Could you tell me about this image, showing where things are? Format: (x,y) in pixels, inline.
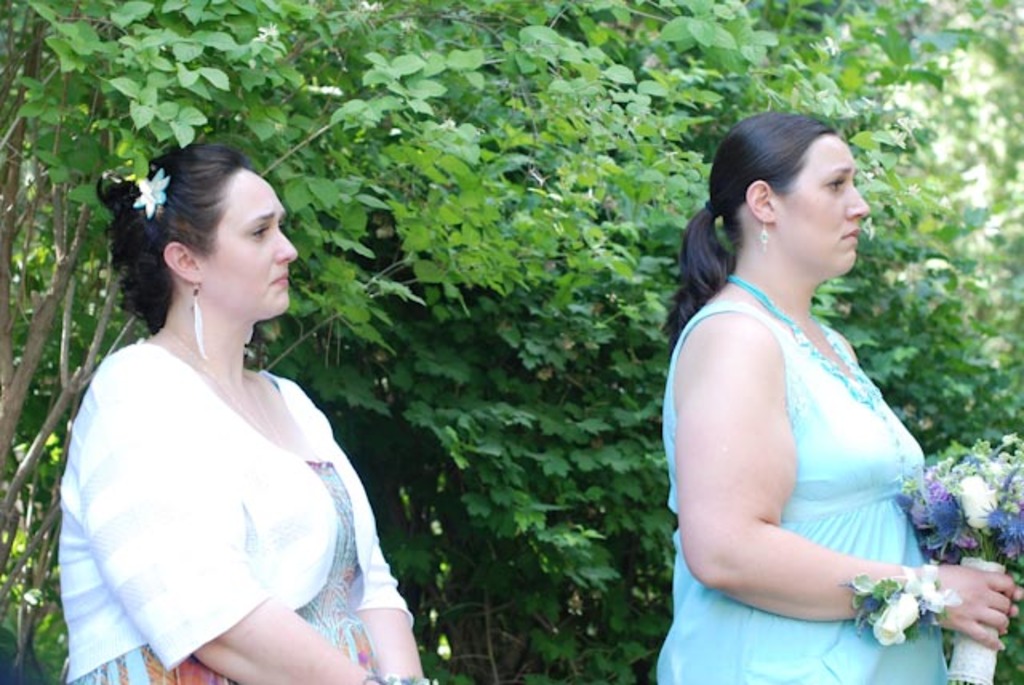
In this image I see 2 women (237,319) in which this woman (766,466) is wearing blue color dress (831,391) and this woman (227,495) is wearing white color dress (202,481) and I see that this woman (686,457) is holding a flower bouquet (951,514) in her hands (950,619). In the background (646,545) I see the plants (540,273).
